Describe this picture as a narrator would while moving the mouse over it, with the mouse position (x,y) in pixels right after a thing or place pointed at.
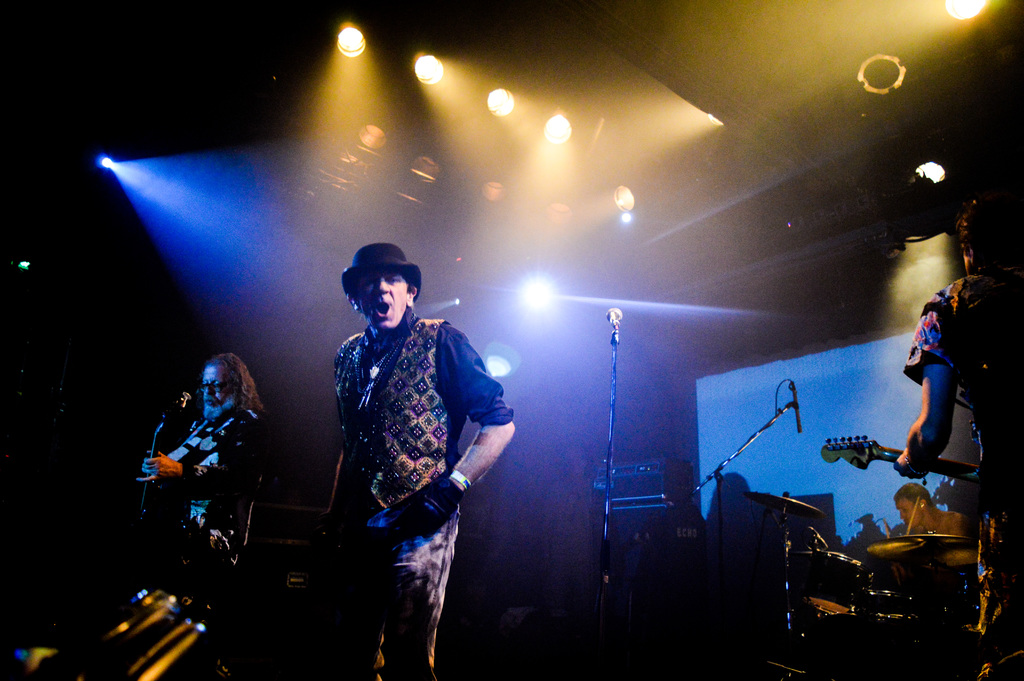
On top (429,79) there are focusing lights (351,43). This person (412,364) is singing. This person (216,425) is playing guitar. Far this person (903,506) is playing these musical instruments (874,547). This is mic (612,332) with holder (614,344).
